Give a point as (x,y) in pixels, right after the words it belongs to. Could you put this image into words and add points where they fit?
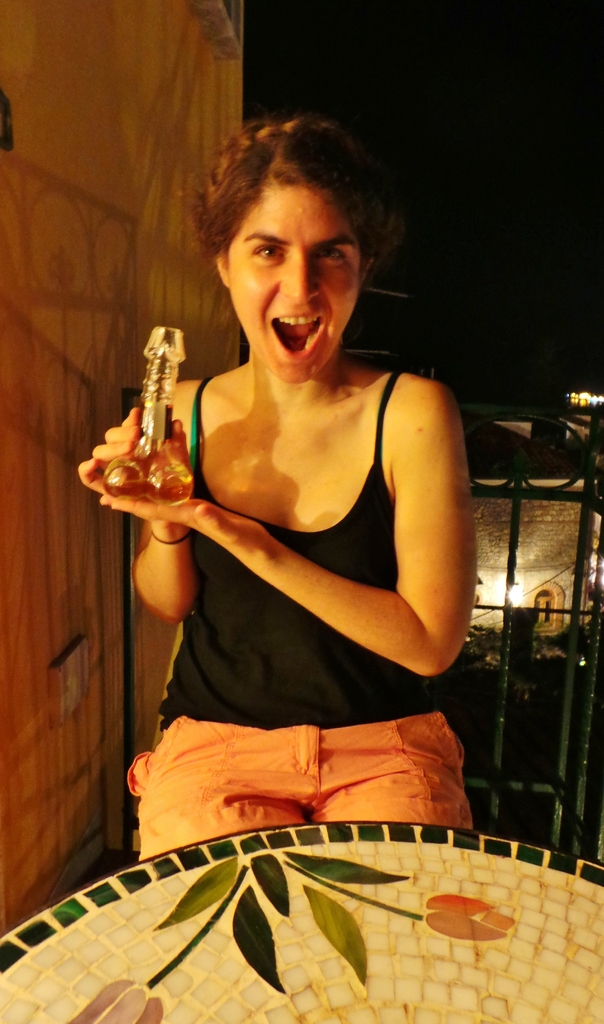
At the bottom of the image (26,992) there is an object (445,968) with designs (226,878) on flowers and leaves (262,961). Behind that object (259,889) there is a lady (245,752) sitting and holding a glass bottle (154,401) in her hand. On the left side of the image (82,367) there is a wall (104,686). Behind the lady (446,523) there is a fencing (493,804). Behind the fencing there are plants (545,638) and wall (524,551) with a window (536,614) and a light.
